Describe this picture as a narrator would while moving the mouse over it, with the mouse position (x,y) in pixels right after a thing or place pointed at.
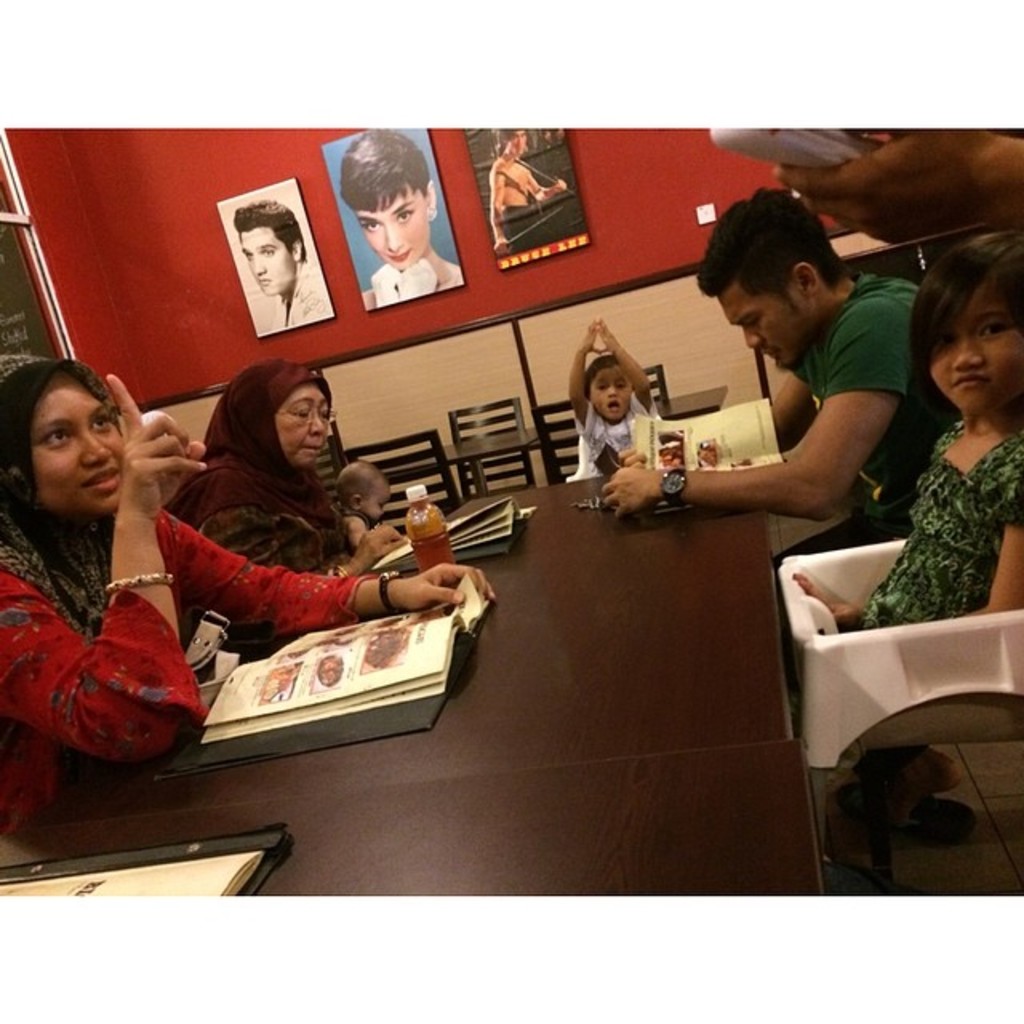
In this picture we can see a family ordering a food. These are photo frames (301,289) which are fixed to a wall (86,228).
